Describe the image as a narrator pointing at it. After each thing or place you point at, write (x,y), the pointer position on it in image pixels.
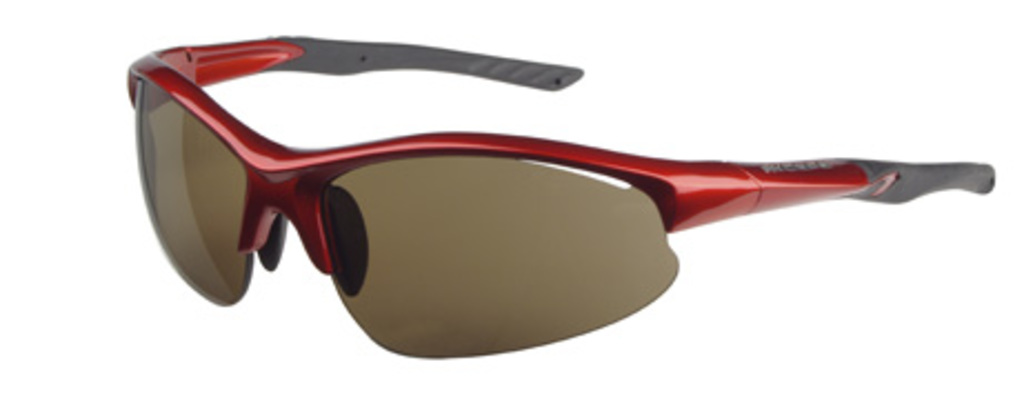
In the picture we can see a goggles (271,260) with a red color frame (244,46) and some part (372,67) gray in color.
